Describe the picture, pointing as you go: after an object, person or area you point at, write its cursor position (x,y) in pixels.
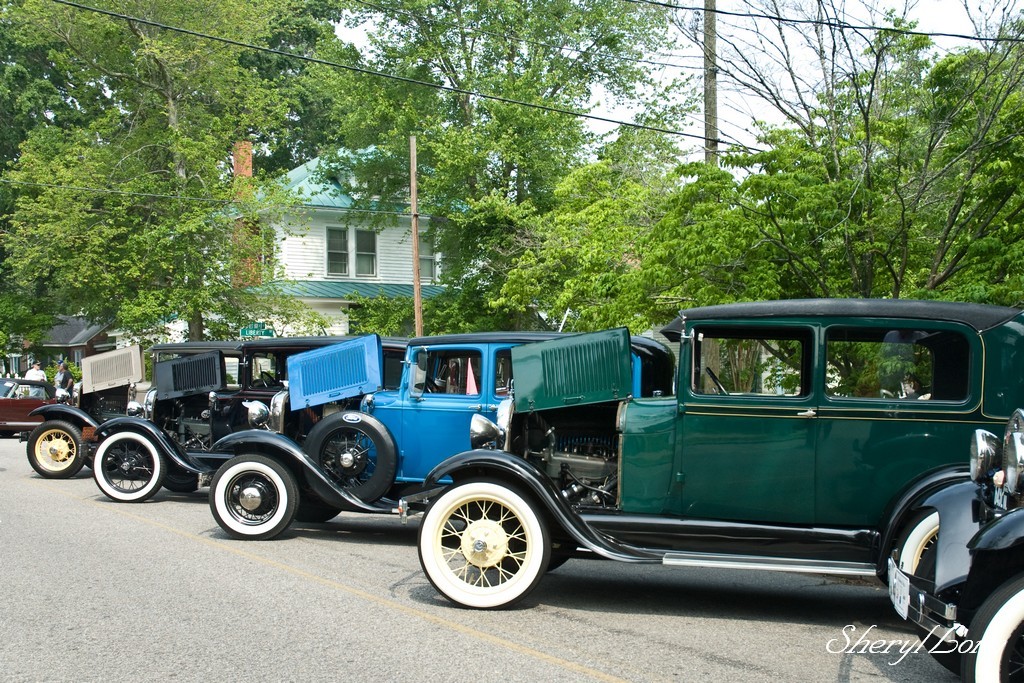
In this image I can see few vehicles (875,542). In front (782,483) the vehicle (798,489) is in green and blue color, background (309,224) I can see a house (280,253) in white and green color, trees (424,186) in green color, an electric pole (708,16) and the sky (855,38) is in white color.
